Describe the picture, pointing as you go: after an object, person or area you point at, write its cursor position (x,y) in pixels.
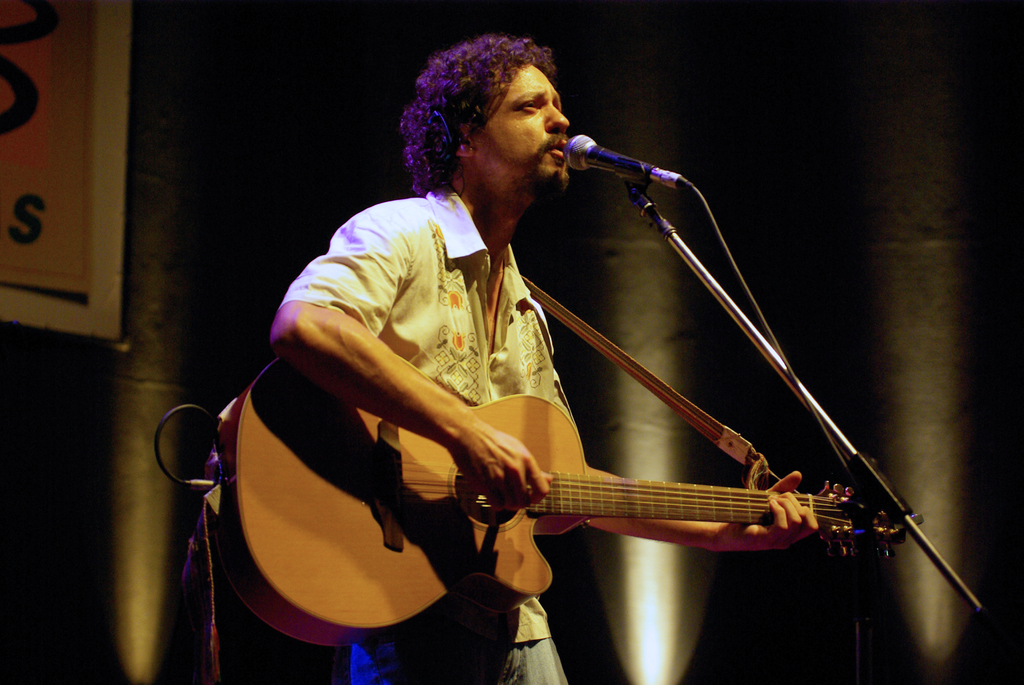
In the image we can see there is a man (480,266) who is standing and holding guitar (289,563) in his hand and in front of him there is mic (611,163) with a stand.
